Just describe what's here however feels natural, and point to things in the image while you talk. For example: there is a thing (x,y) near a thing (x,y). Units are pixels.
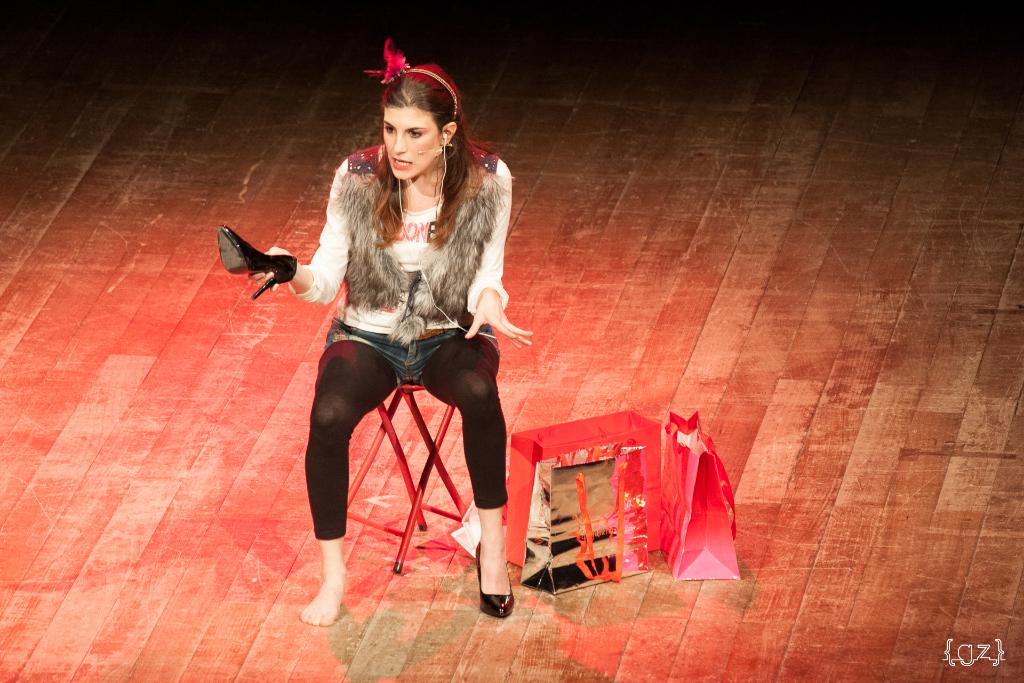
In this image there is a girl (415,267) sitting on the stool (395,401). Beside her there are covers (579,488). The woman (416,281) is holding the shoes (249,248).
